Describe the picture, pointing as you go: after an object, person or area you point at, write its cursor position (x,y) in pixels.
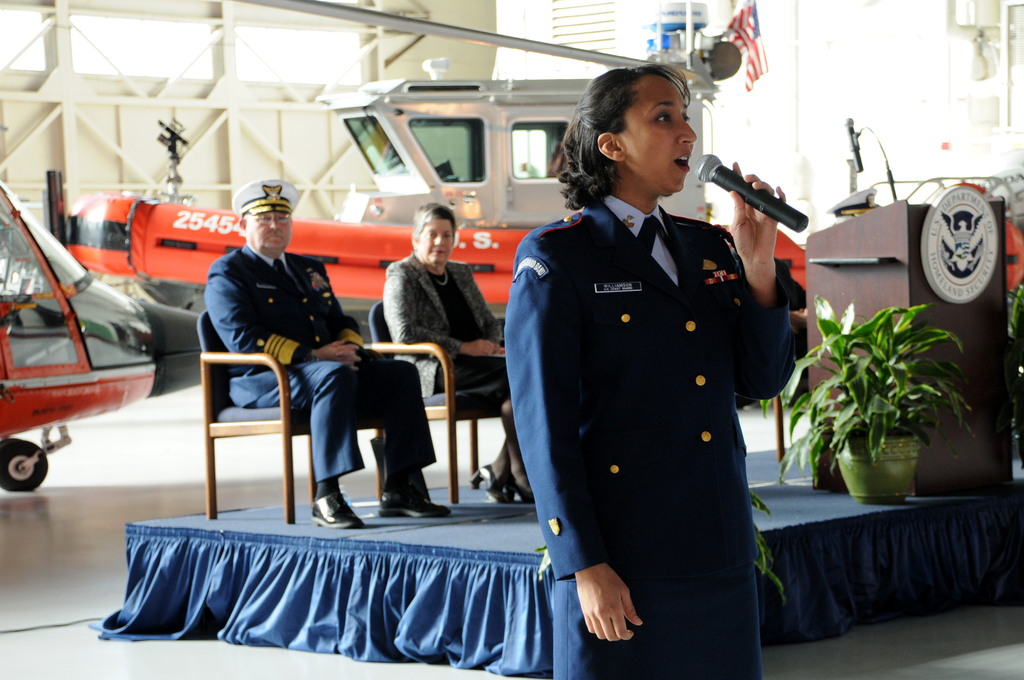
In the center of the image (564,284) there is a woman (680,425) standing and holding a mic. On the right of the image (980,384) we can see houseplant (899,400), desk (882,282) and mic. On the left side of the image (96,400) we can see helicopter (88,337), persons (222,337) sitting on chairs (289,487) and dais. In the background (804,37) we can see flag (754,44) and wall (247,124).
